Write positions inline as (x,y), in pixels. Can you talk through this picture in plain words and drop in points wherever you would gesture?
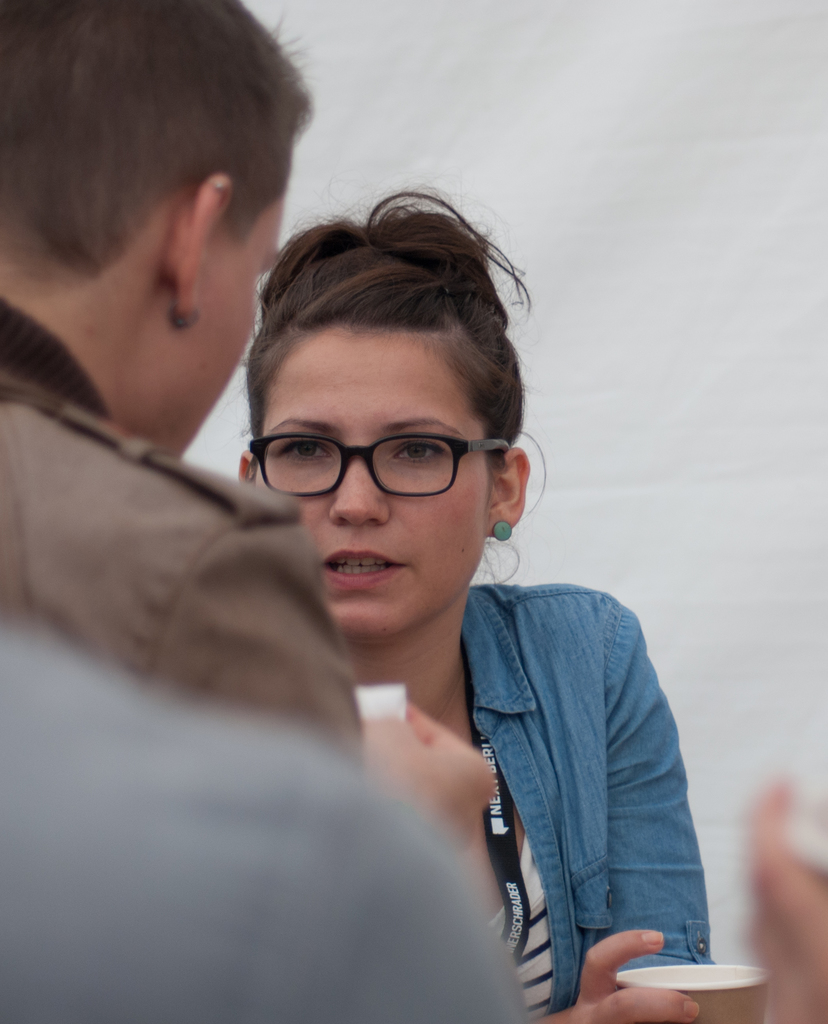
This woman (571,976) wore spectacles (440,453) and holding a cup (727,1020). Here we can see two people (208,559).
